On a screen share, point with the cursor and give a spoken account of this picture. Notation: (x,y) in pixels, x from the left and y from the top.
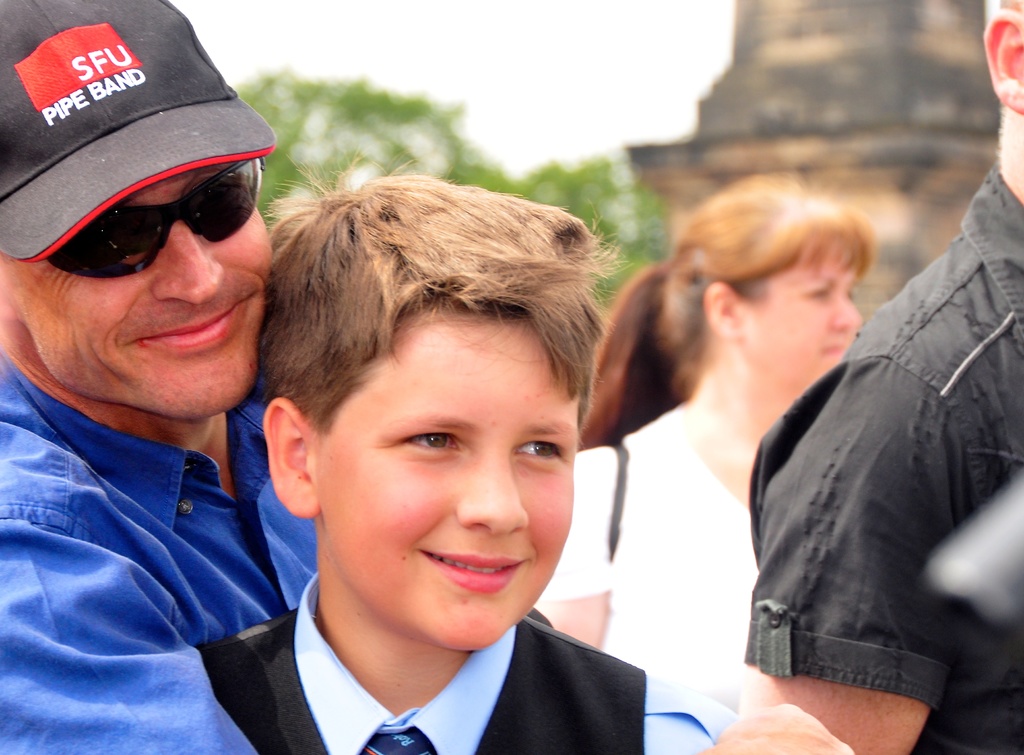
In this image, there are a few people (807,505). In the background (283,119), we can see some trees (588,163) and an object (708,117). We can also see the sky (646,9).
